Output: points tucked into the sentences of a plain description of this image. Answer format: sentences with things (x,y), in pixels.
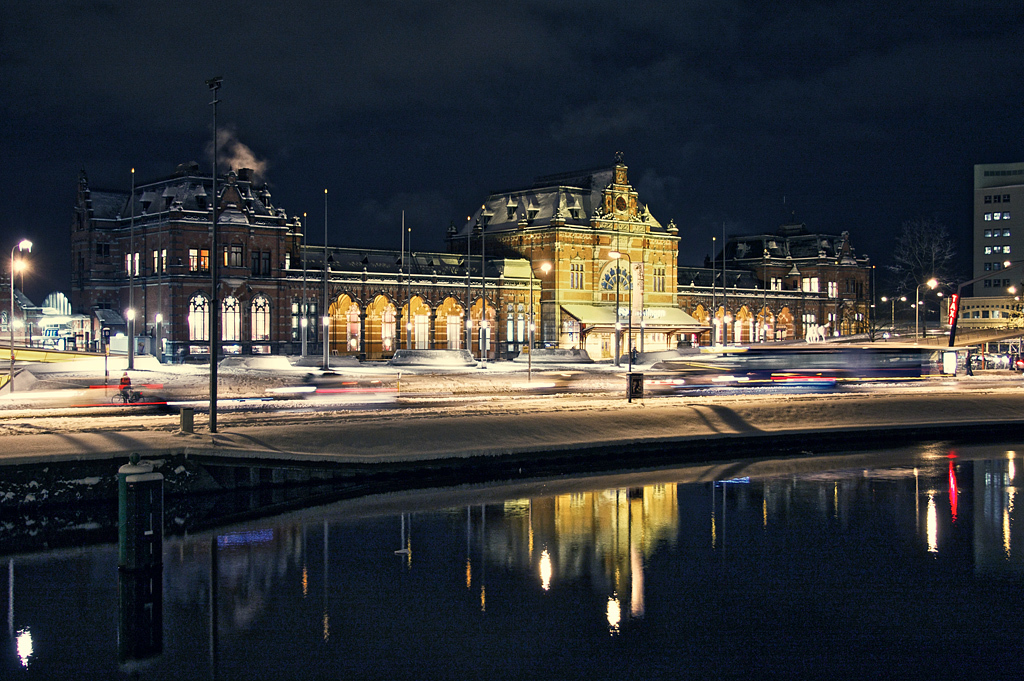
In this image we can see poles (466,312), lights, buildings (994,196), tree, and water (984,617). On the water (506,556) we can see the reflection (570,502). In the background (600,123) there is sky (839,215).
